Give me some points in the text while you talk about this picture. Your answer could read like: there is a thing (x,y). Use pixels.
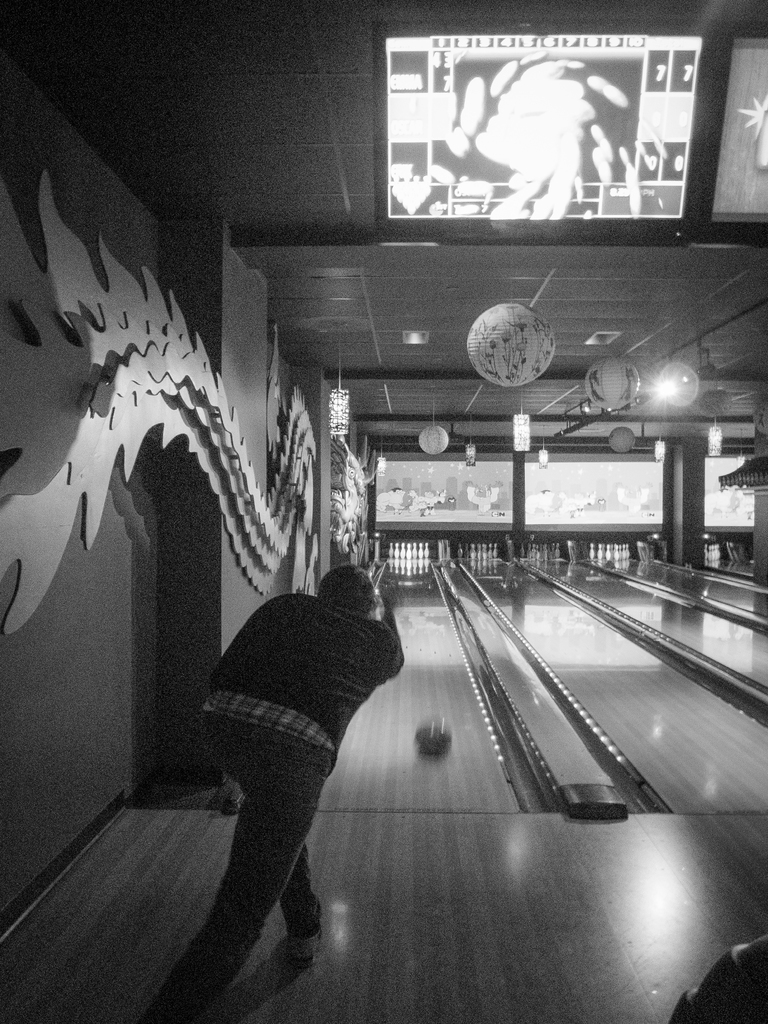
This image is a black and white image. This image is taken indoors. At the bottom of the image (523,905) there is a floor (408,893). On the left side of the image (171,472) there is a wall (176,565) with a carving (237,525) and a man (263,774) is standing on the floor (210,895) and throwing a ball (416,737). In the middle of the image (422,643) there is a bowling track (669,726). In the background (620,501) there is a wall (702,509) and there are a few paintings (505,480). At the top of the image (440,249) there is a ceiling (571,343) with a few lamps (625,399) and there is a screen (541,107).
